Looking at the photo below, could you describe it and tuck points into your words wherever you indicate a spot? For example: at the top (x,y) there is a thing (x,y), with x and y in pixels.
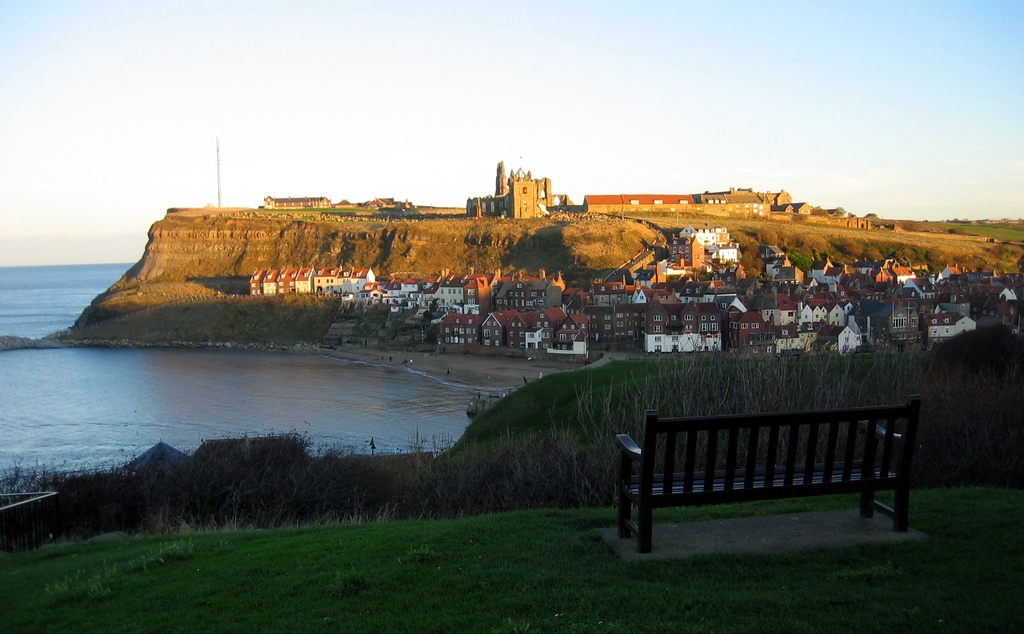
In this image I can see some grass (406,587) on the ground (435,592), a bench (737,491) and few plants (562,456). In the background (251,413) I can see few buildings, the water (135,376), a mountain (560,233) and the sky (528,89).
